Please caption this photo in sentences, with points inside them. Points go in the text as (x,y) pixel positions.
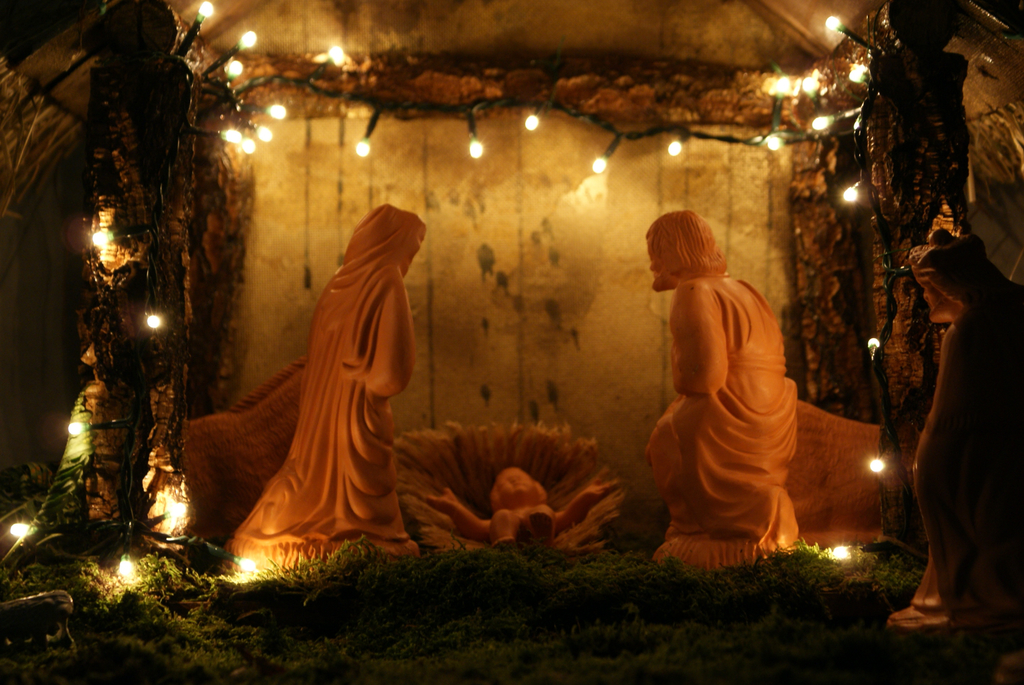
In the middle of the image (514,446), there is a baby doll (539,488) on an object (554,480). On both sides of this baby doll (451,503), there is a statue (402,225). Around these statues (353,547), there are lights (908,266) arranged. In the background (630,150), there is wall (593,149).
